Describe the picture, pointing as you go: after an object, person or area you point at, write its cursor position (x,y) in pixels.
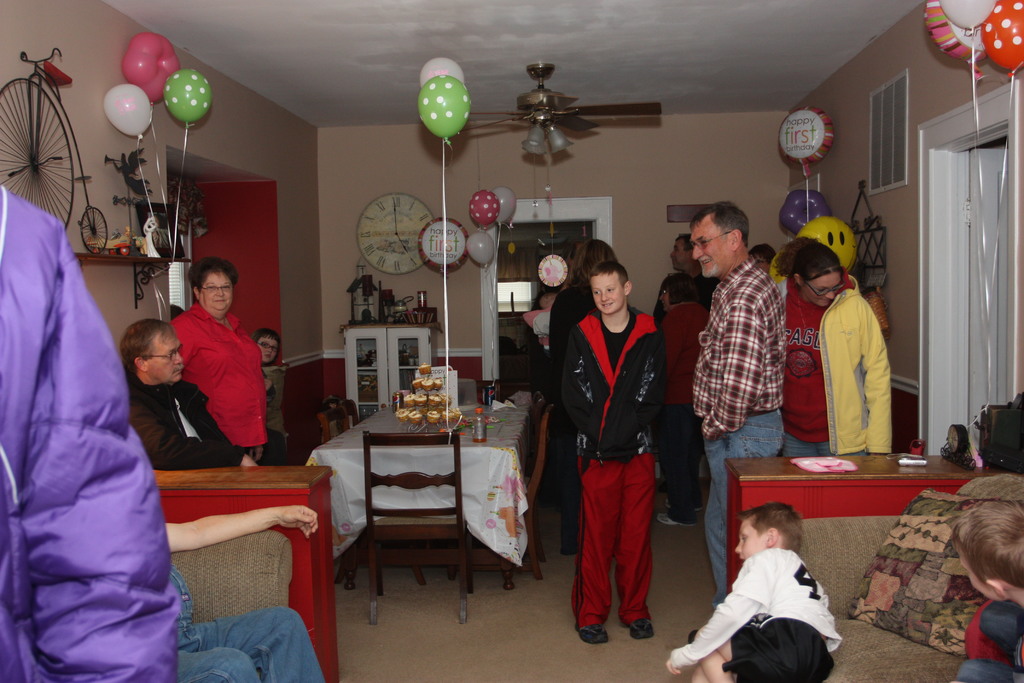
This image is taken indoors. In the background (346,183) there are a few walls (251,168) with doors (994,311). There is a clock (408,237) on the wall (675,167). There is a cupboard (391,343) with a few things (364,393) in it and there are a few things (397,308) in the cupboard (405,345). There are a few balloons (476,239). There is a shelf (90,258) with a few things (120,248) on it. At the top of the image (434,46) there is a roof (529,40) and there is a fan (563,113). In the middle of the image (352,435) there is a table (446,486) with a tablecloth (469,439) and a few things (428,385) on it. There are a few empty chairs (408,443). A few people (266,421) are standing on the floor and a few (191,463) are sitting in the chairs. On the left side of the image (104,493) a person (35,463) is standing and a person (217,645) is sitting on the couch (262,533). On the right side of the image (807,610) there are two kids (1003,617) sitting on the couch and there is a pillow (921,563). There is a table (888,491) with a few things (912,463) on it.
